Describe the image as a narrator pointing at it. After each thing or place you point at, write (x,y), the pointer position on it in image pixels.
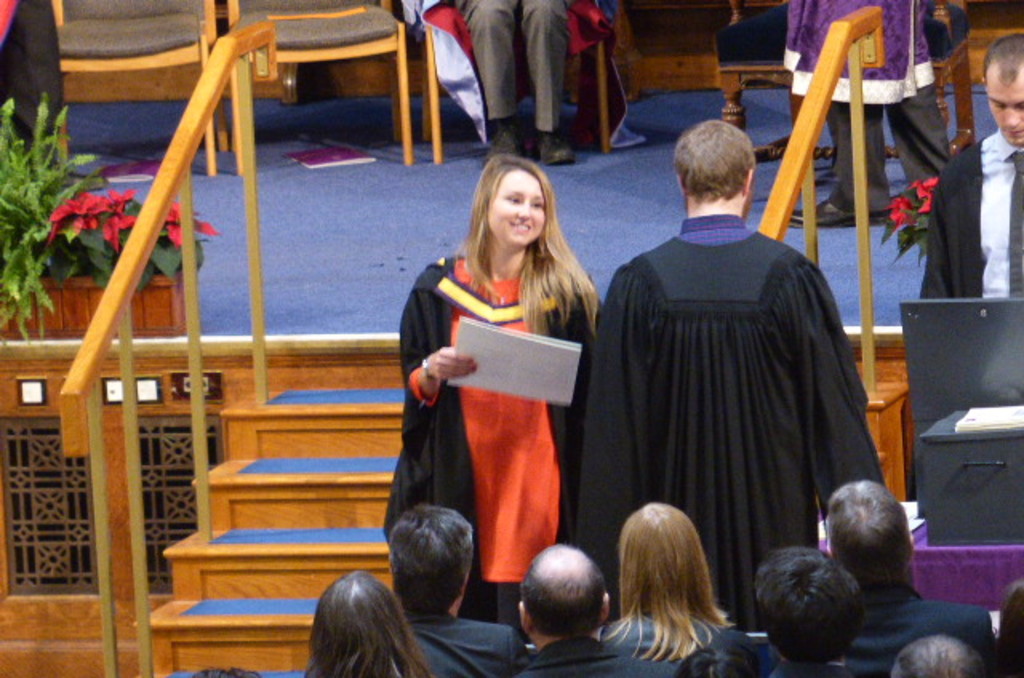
On this stage (293,246) there are plants (176,269), books (351,161), chairs (152,28) and person (573,28) is sitting on this chair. This person (887,21) is standing. In-front of this step (356,396) this woman (513,445) and this man (689,397) are standing. This woman (529,412) is holding papers (551,339) and smiling. This man (698,297) wore black dress (698,310). These are audience (646,576).
